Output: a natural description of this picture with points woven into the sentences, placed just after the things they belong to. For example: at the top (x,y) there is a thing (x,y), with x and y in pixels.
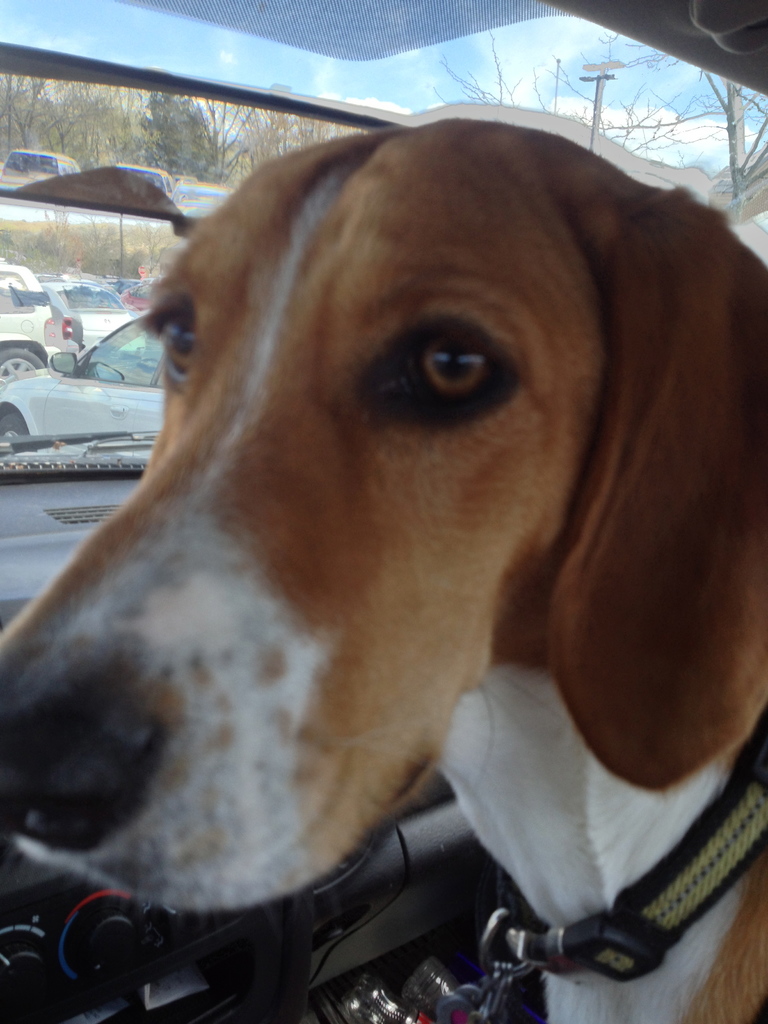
This picture is mainly highlighted with a dog (460,731) inside a car (293,1005). Through window glass (116,332) we can see few cars (92,317) and trees (113,118) and also a clear blue sky (396,64) with clouds (725,142).
